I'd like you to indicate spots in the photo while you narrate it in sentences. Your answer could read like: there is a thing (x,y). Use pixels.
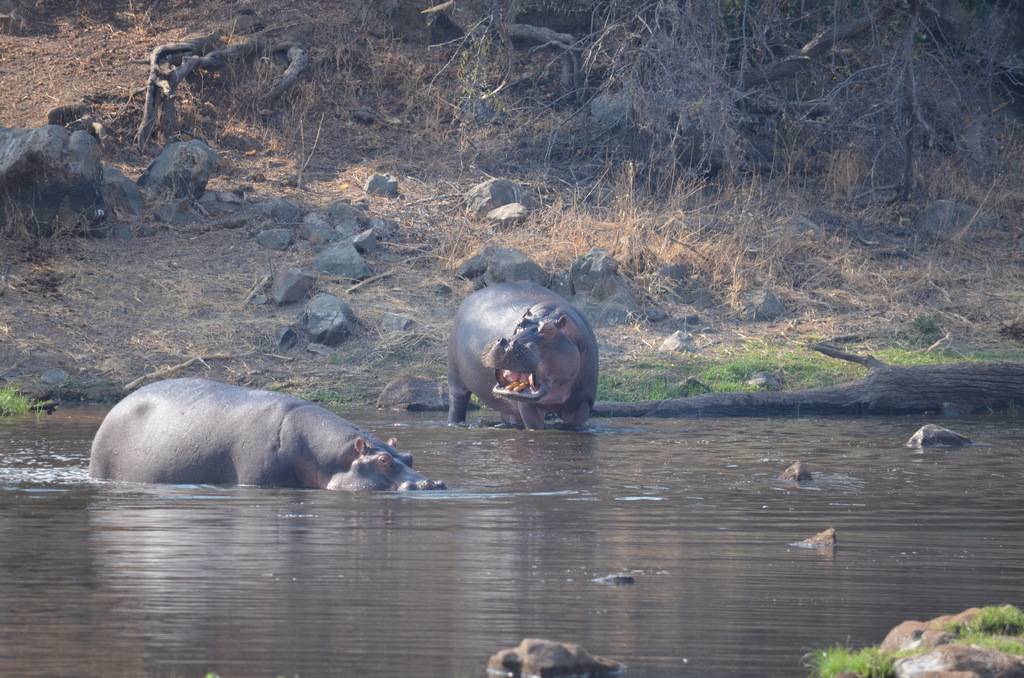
In this image, we can see some animals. We can see some water (833,548) and some objects (806,471) floating. We can see the ground (729,319). We can see some grass (746,346). There are a few roots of the trees (941,70). We can see some wood (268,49). We can see some stones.
